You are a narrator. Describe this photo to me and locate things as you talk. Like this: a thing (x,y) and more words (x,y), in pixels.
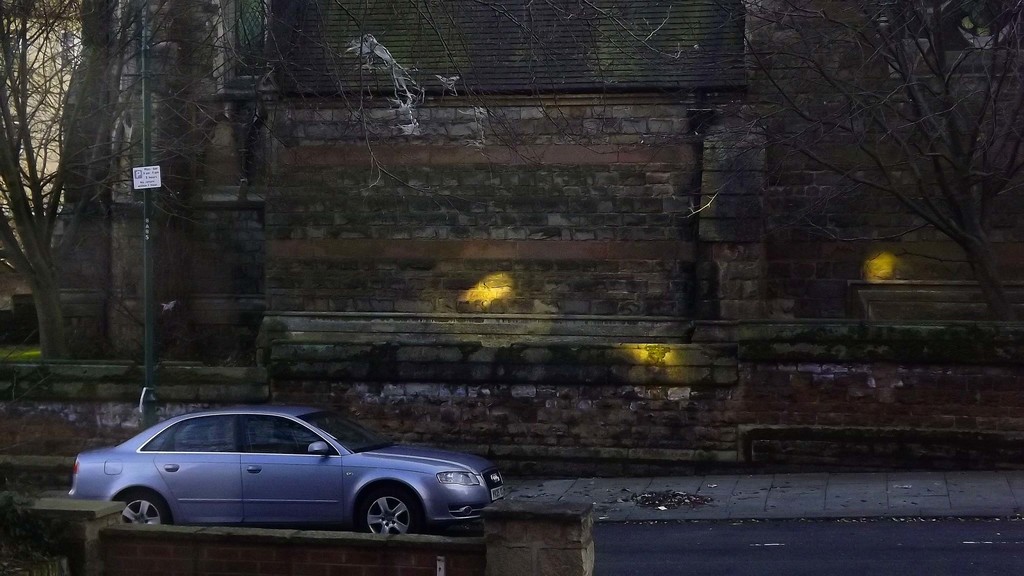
In this image, I can see a car (375,510) on the road (675,521). Here is a building wall (569,193). I can see the trees (958,202) with branches (934,75). This looks like a pole (144,82) with the board (145,172) attached to it.
